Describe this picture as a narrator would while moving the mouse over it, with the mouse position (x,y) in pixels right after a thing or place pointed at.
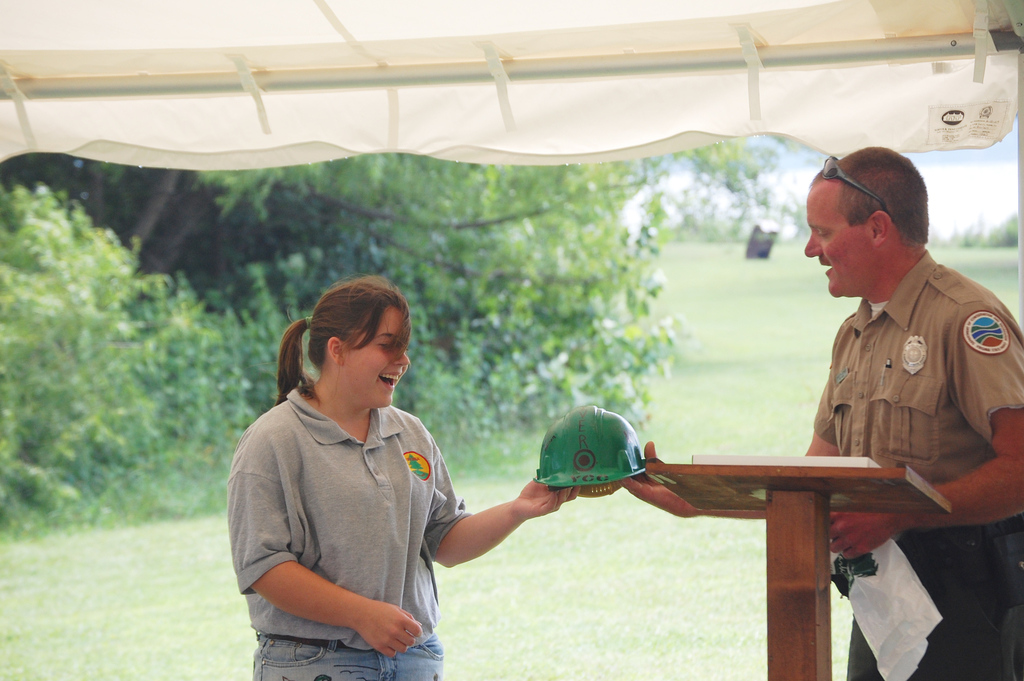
In this image we can see a man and a woman (396,498) standing and one of them is holding helmet (611,466) in the hands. In the background (578,237) we can see trees (528,245), sky (777,179), ground (580,611) and a lectern (785,524).
